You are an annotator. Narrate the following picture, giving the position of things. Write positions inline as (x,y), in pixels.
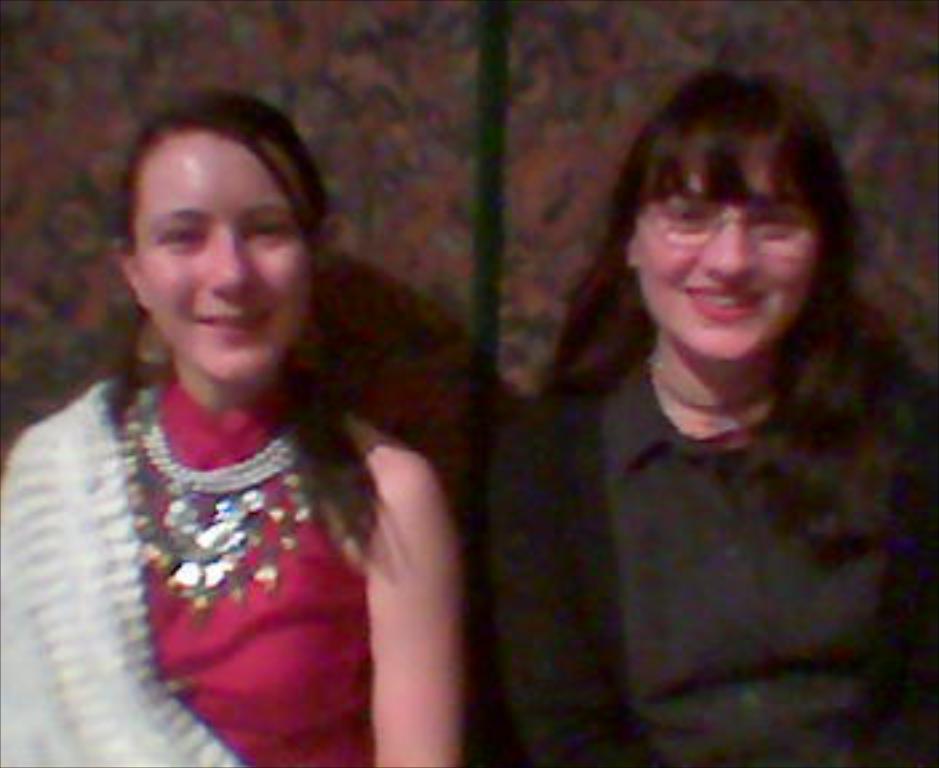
In this picture we can see two women (365,484) and they are smiling and in the background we can see it is blurry.
